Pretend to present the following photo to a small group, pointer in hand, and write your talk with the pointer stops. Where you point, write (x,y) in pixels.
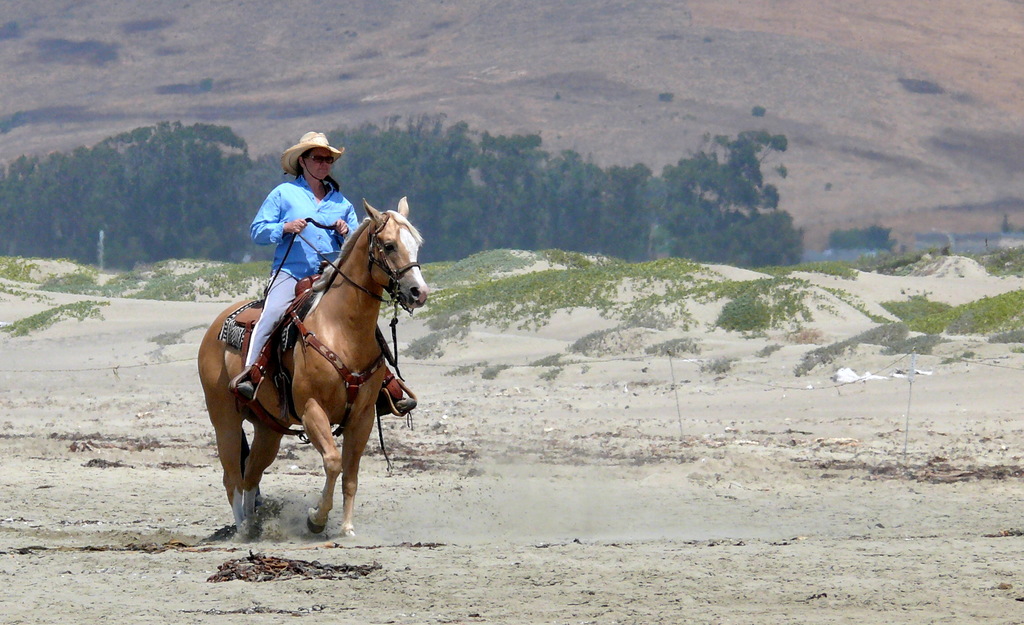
In the image there is a woman (305,181) in sky blue shirt (311,233) and hat (319,139) riding horse (305,364) on a desert land (489,335) and behind her there are trees (248,181) in front of the hill (399,58).
